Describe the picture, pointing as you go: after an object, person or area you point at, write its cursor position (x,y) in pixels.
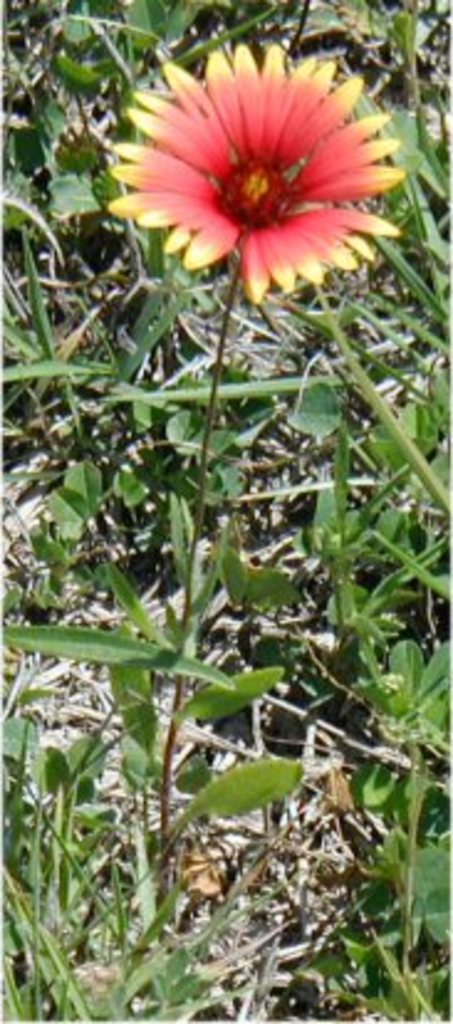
In this picture we can see a flower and in the background (423,636) we can see grass (110,582).
